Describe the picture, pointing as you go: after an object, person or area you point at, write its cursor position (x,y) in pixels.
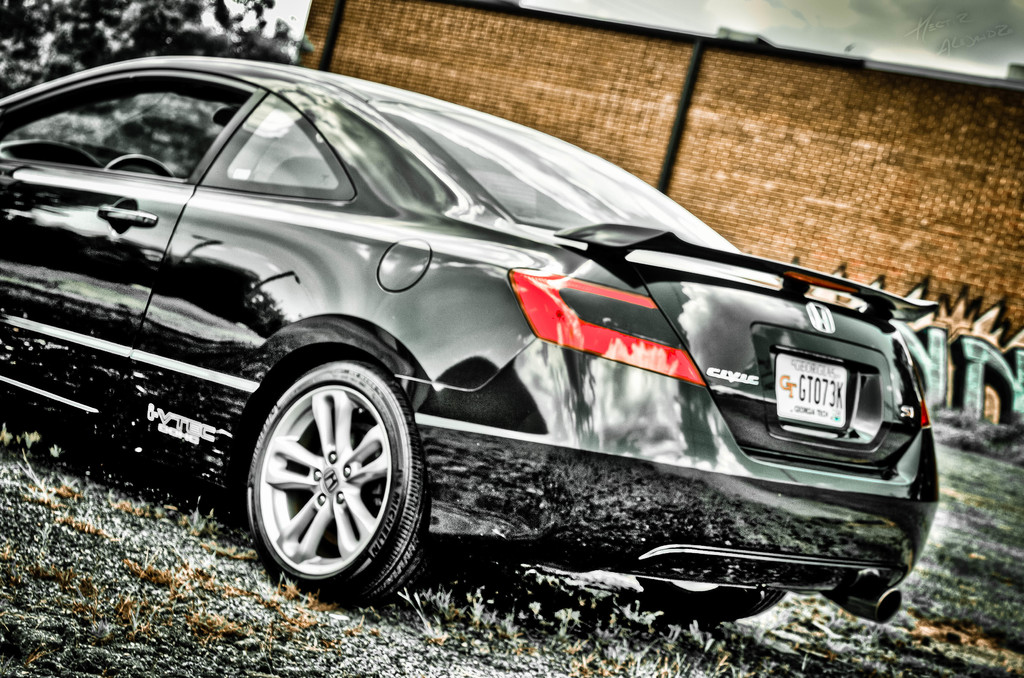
In the foreground of this image (408,423), there is a car (428,472) on the ground (410,623). In the background (633,109), it seems like a wall (662,112), tree (119,24) and the sky (867,20).
